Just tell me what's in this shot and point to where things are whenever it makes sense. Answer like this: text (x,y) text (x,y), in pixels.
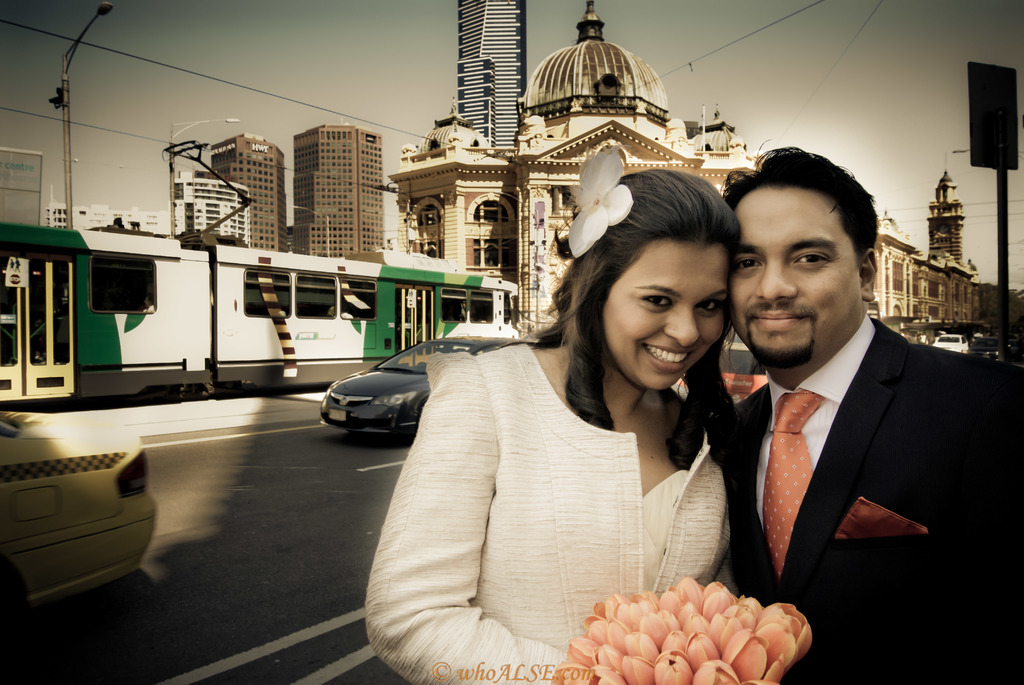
On the right side of the image (923,460), we can see a man (865,474) in a suit (876,502) and woman (526,526) in white dress (671,559). They both are watching and smiling. Here we can see flowers (655,623) and watermark (559,666). Background (355,515) we can see few buildings (916,270), vehicles (72,345), road (334,463), poles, wires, board (998,155) and sky (228,62).
